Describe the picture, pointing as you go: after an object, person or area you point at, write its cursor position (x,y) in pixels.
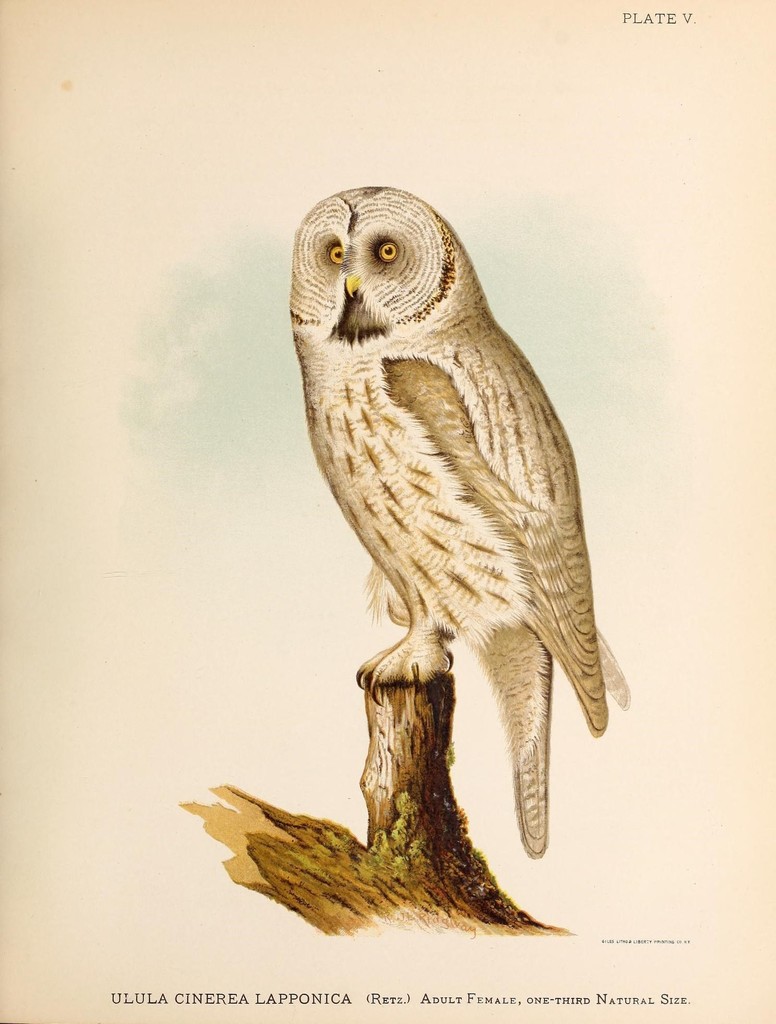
In the picture we can see an owl (346,489) which is on the wooden surface (330,844).
